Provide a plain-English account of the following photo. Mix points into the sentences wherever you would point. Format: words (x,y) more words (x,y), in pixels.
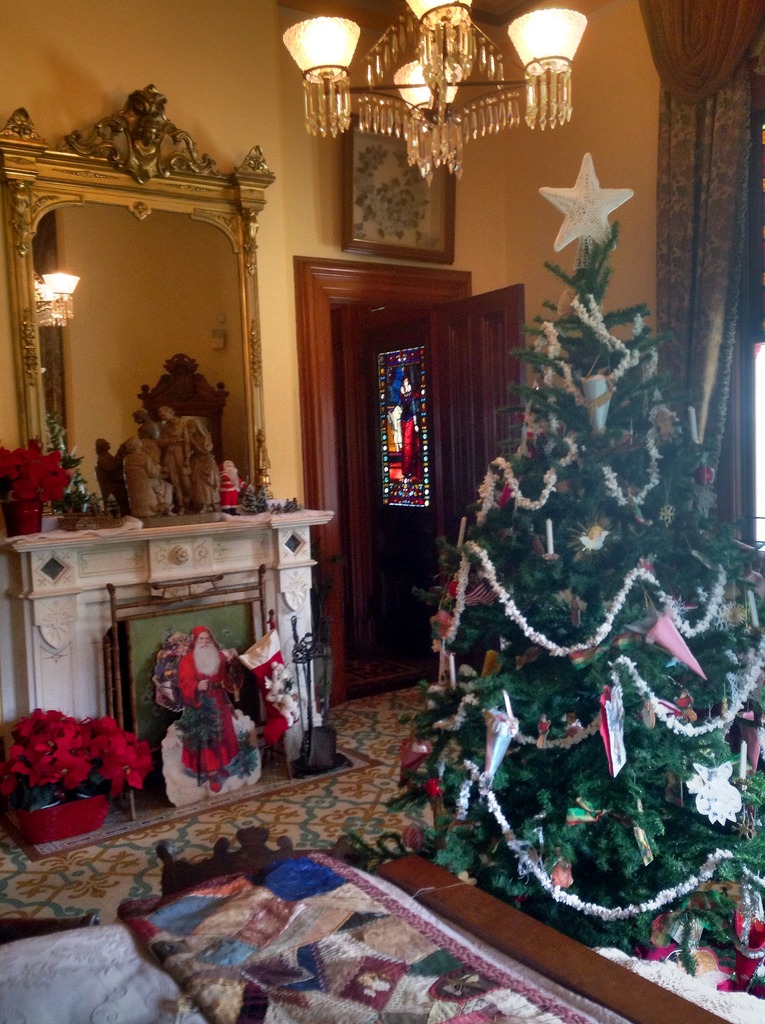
This image is inside a room (478,17) where we can see blanket (248,885) on the bed (514,954), we can see the Christmas tree (535,787), flower pots (33,780), fireplace (18,632), idols (170,442), mirror (258,445), chandelier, door (501,327), photo frame (348,232) on the wall (304,190), curtains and stained glass window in the background (402,442).
